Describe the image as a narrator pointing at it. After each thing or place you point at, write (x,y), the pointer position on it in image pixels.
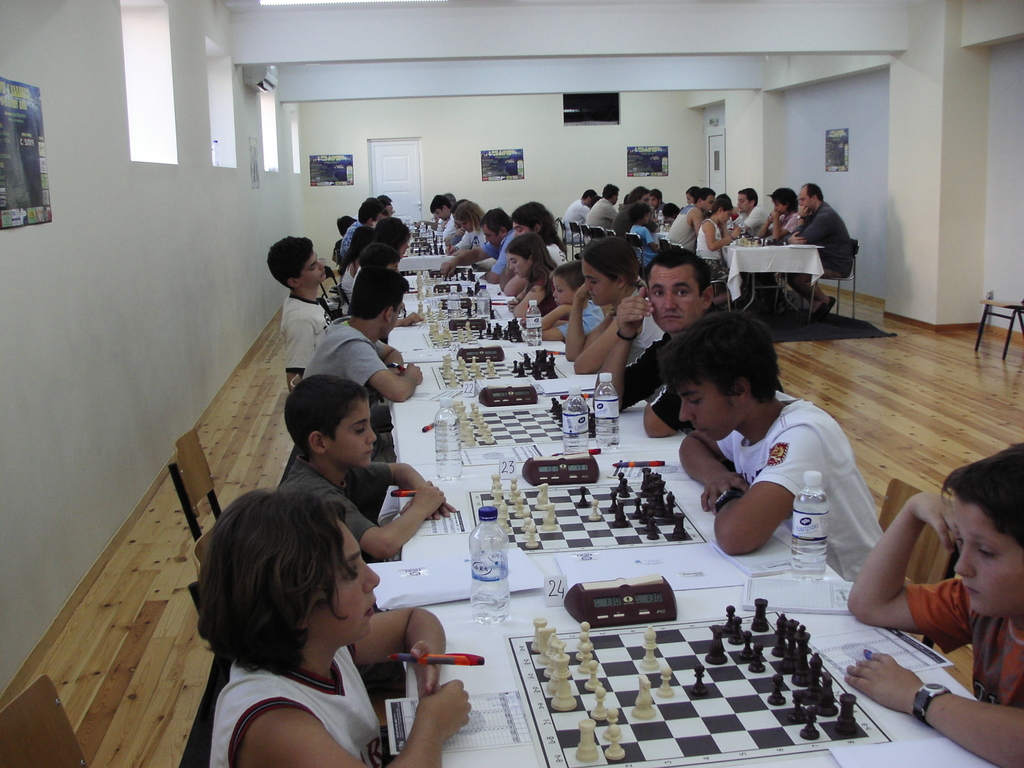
This picture contains many tables (502,653) and many chess boards (608,684) placed on each table (432,415). In front of the picture, we see a table (678,590) on which water bottle (497,550), paper (838,634), book (799,595) are placed. There are many people (339,257) sitting on chair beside these tables (709,592) and on background (506,140), we see a wall (459,117) on which photo frames (494,161) are placed. To the right top of the picture (909,166), we see pillar (924,207).
